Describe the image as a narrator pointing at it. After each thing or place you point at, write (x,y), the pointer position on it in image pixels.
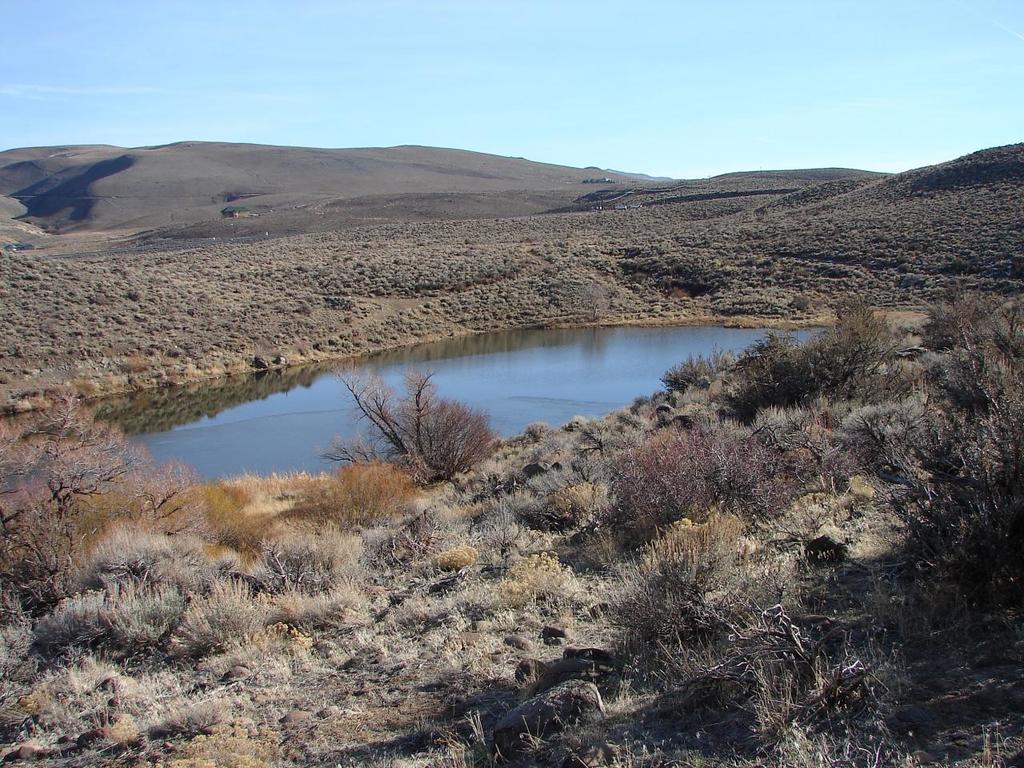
In this image I can see a pond (521,411), around I can see some grass (709,507) and sand hills (174,230).
